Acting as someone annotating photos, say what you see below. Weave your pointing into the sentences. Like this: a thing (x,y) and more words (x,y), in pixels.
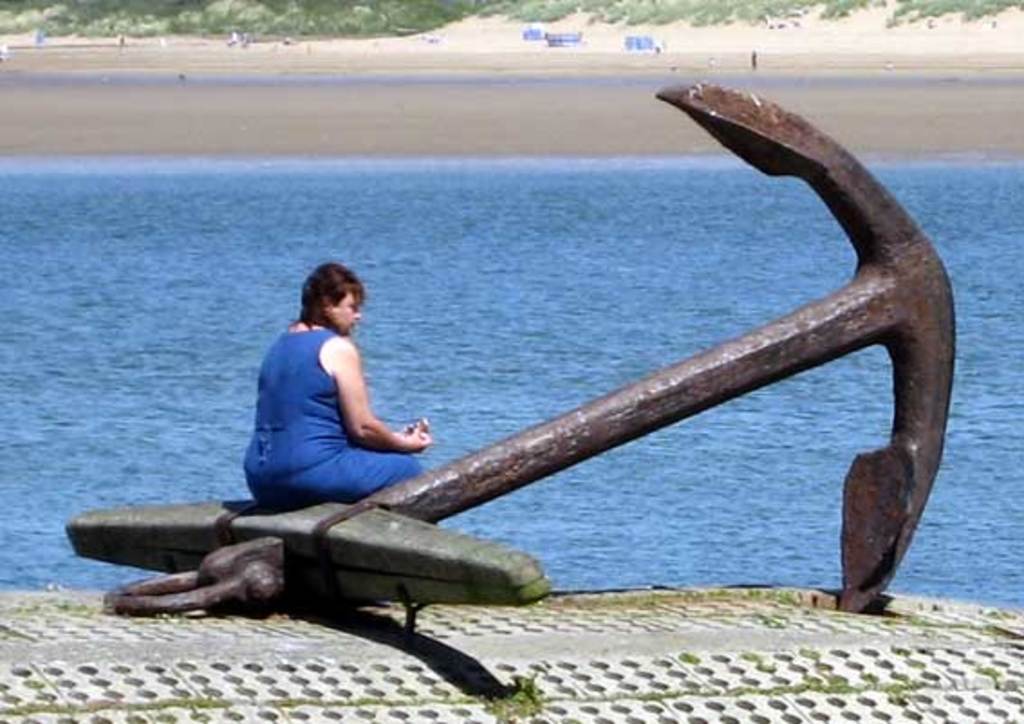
this image is taken at sea shore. In this image we can see a lady (306,461) sitting on the anchor (468,483) which is placed on the path (408,703). In front of the girl (333,389) there is a river (516,280). In the background (617,286) there is a river (596,264).
